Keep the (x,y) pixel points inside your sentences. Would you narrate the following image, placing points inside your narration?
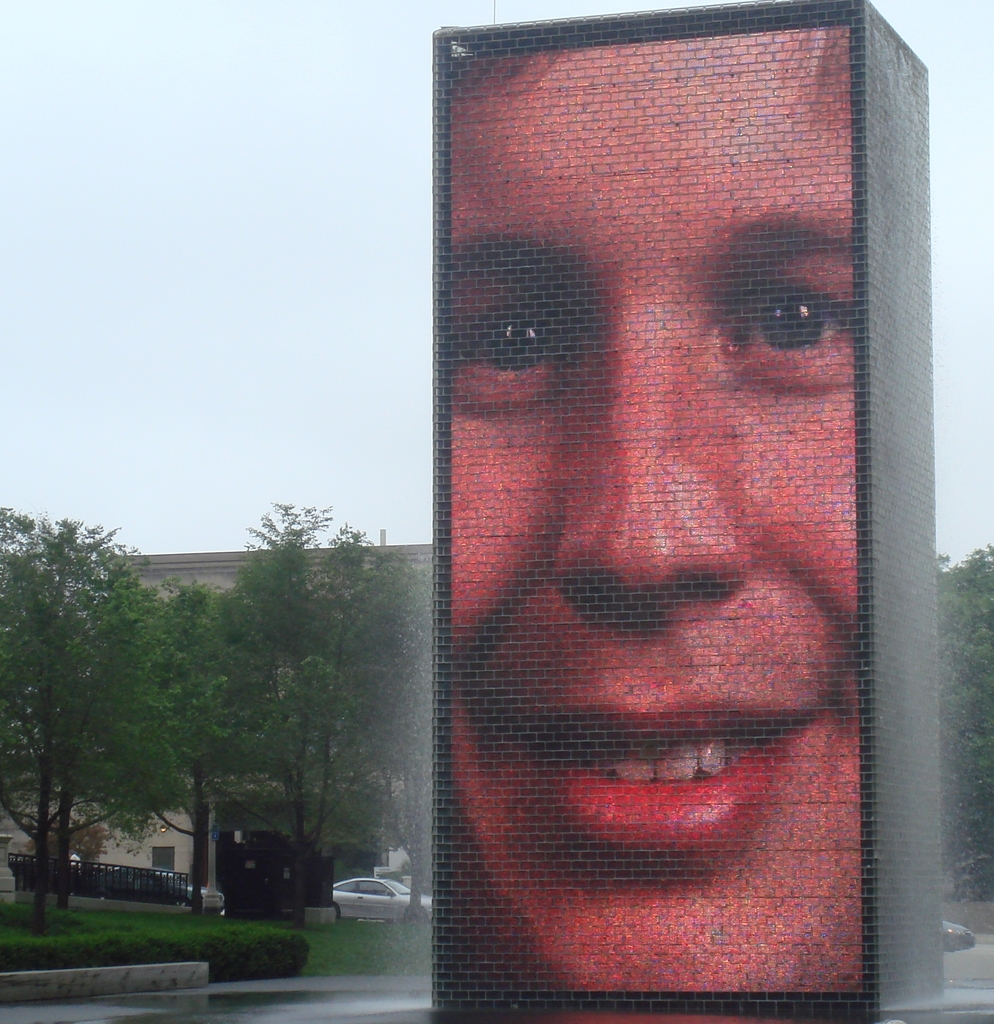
In this image we can a person face (552,320) on a block (770,801), behind it there are few trees (192,818), a fence (148,884), few buildings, few cars (366,912) and also some water (327,1007) on the ground (411,982).
